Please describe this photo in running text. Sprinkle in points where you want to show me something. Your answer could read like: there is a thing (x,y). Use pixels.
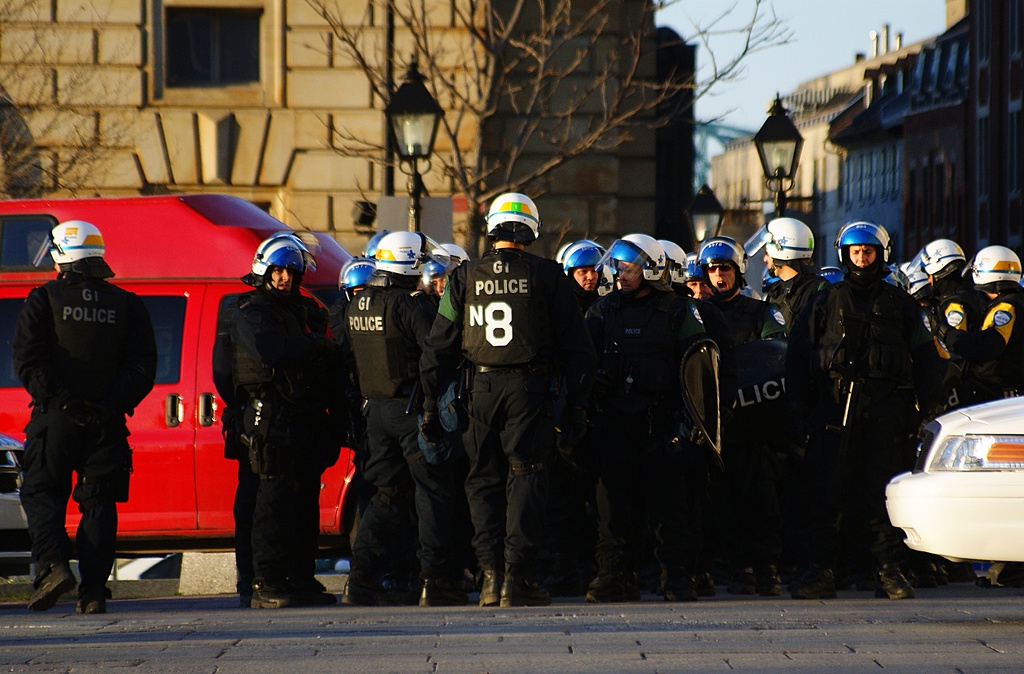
In this image we can see police men (609,280) with helmets (840,236) and are standing on the road (215,634). We can also see a red color vehicle (186,238) and also a white color vehicle (959,447). In the background (717,219) we can see the buildings (829,129), trees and also the light poles (764,168). Sky (814,28) is also visible.
